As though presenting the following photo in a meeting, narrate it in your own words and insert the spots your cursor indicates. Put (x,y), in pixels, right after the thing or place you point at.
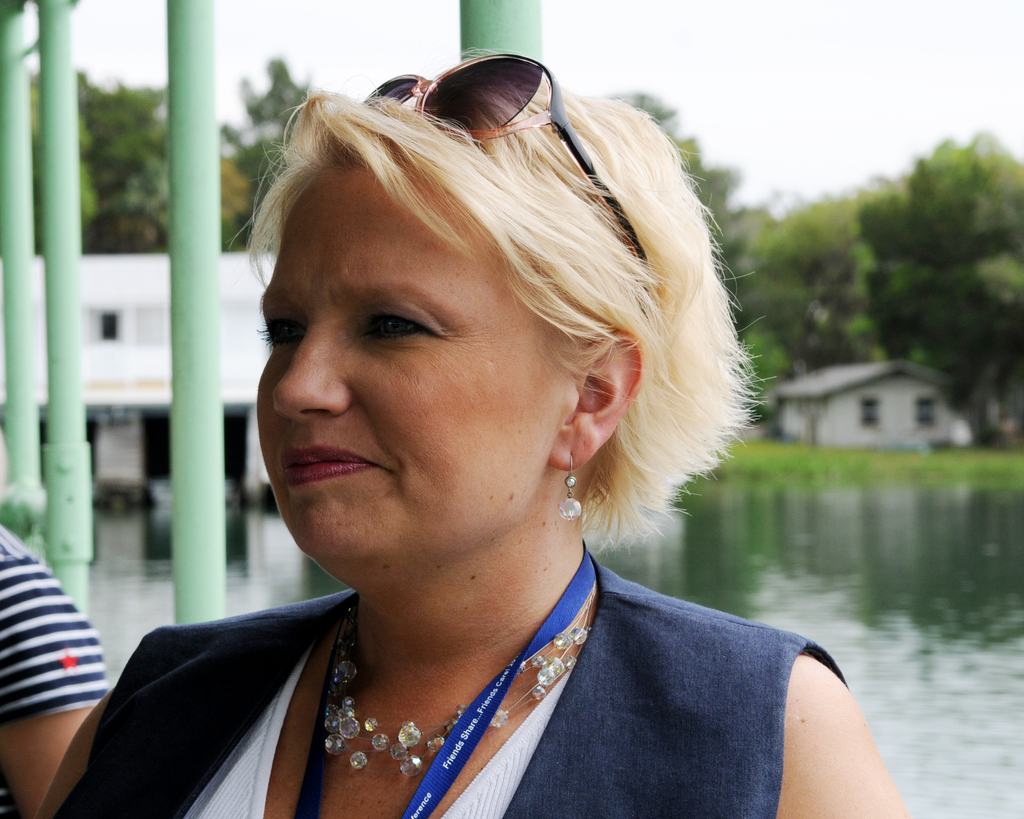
This image consists of a woman (533,546) wearing a blue dress (579,698) and a tag (458,727). In the background (947,628), there is water (900,619). And it looks like she is in the boat (198,606). On the left (45,671), there is another person (30,596). In the background (749,274), there are trees (976,331) and houses (117,268). At the top (726,40), there is sky (723,71).
